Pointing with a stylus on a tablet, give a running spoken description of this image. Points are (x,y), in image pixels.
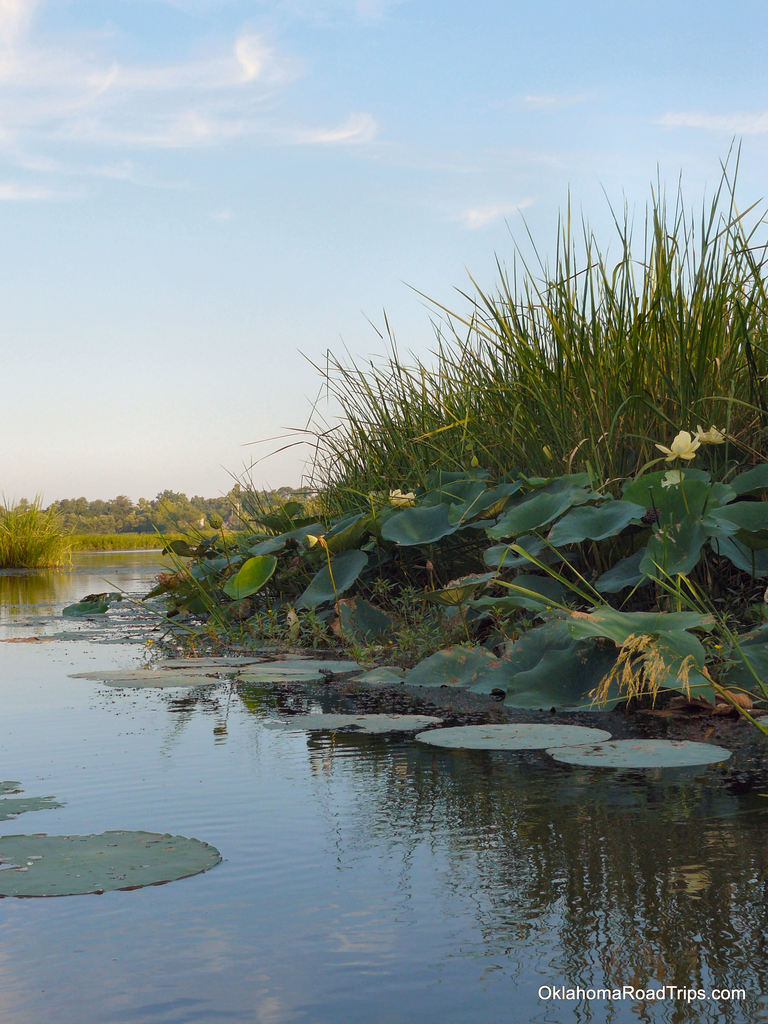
Here in this picture, in the front (280,990) we can see a water (418,788) present over a place and we can also see plants (62,889) and grass (696,407) present on the ground (144,534) and we can see trees (93,523) present and we can see clouds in the sky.
